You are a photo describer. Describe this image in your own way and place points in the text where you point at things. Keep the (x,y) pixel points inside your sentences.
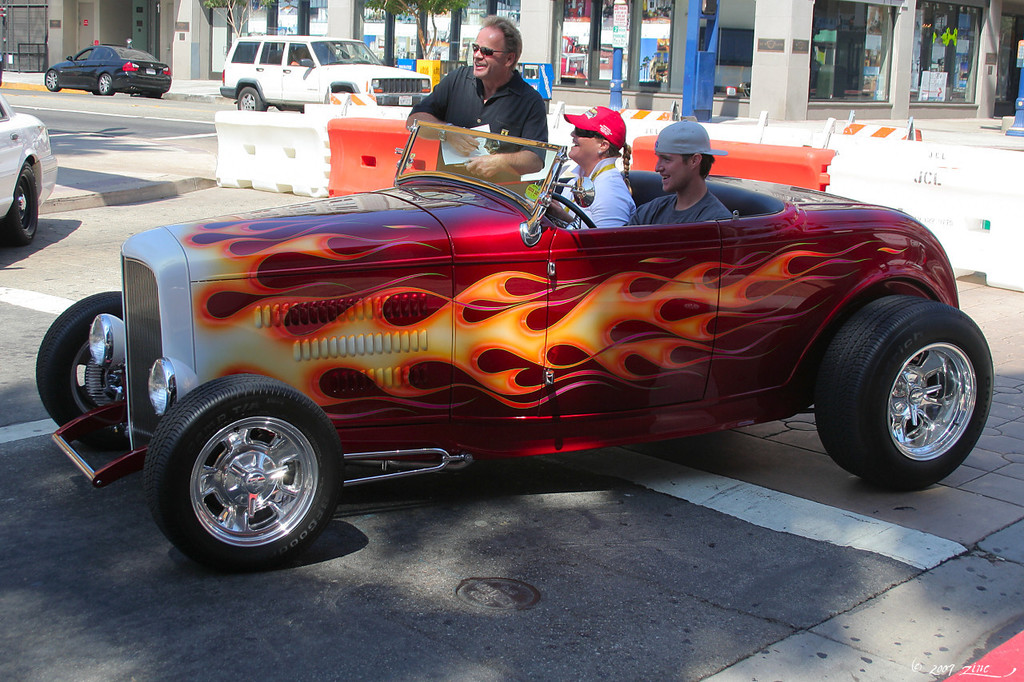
In this image I can see two persons (608,211) sitting in the car (447,236) and one person (472,106) is standing. At the back side (198,18) we can see cars (327,49) and a building (324,26).
